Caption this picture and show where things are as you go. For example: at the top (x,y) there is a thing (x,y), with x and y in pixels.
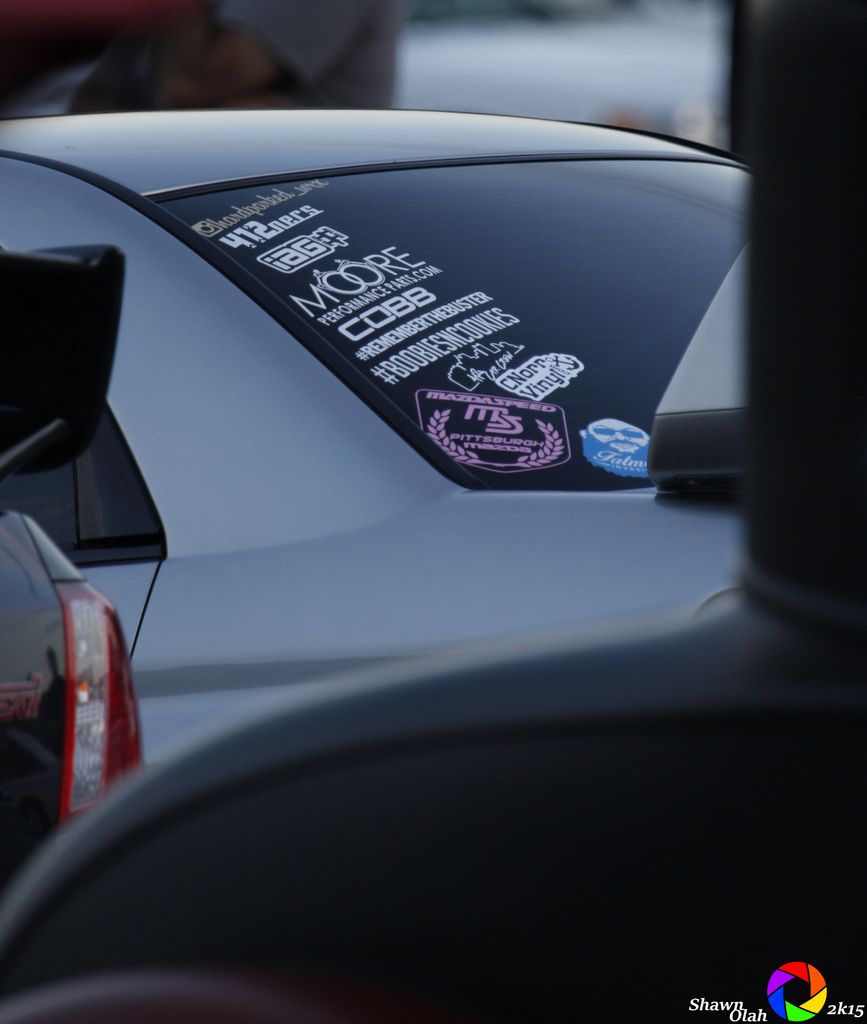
The picture is taken from a vehicle (814,406). In the center of the picture (324,515) there are cars (170,447). At the top (332,74) it is blurred.
